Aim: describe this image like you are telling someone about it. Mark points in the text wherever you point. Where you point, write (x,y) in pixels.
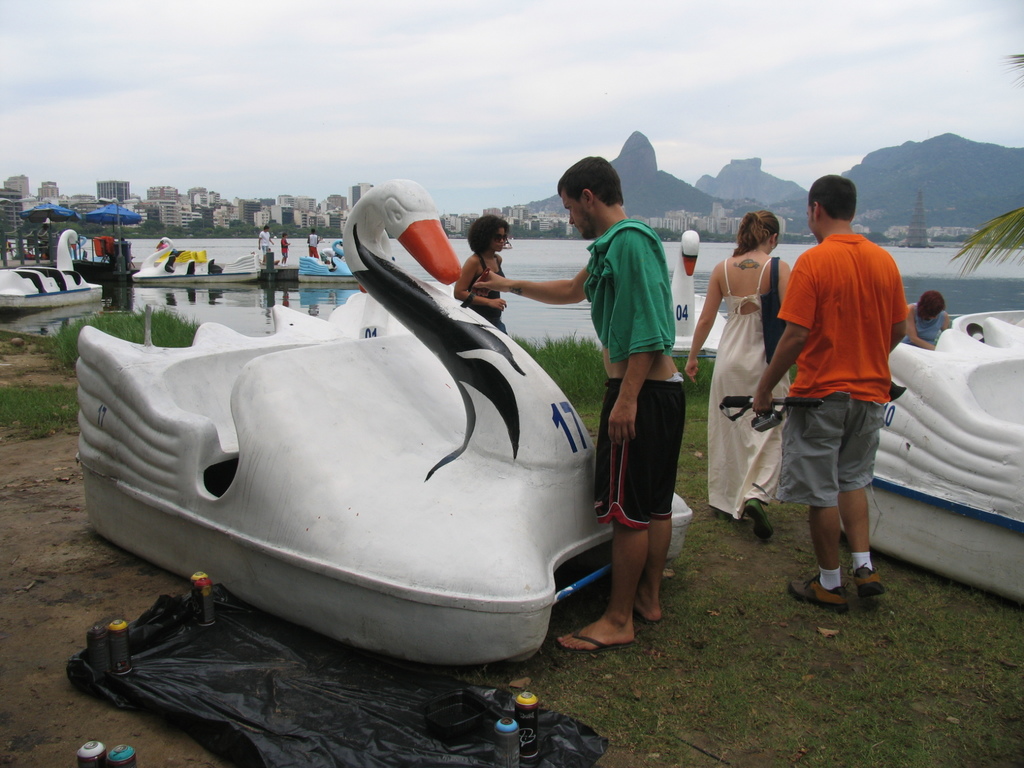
In this image there are some persons (660,373) are standing in middle of this image (642,388), and there is boat (398,381) which is in white color is in middle of this image (416,424) and right side of this image (971,432) as well. There is a river (585,325) in middle of this image (537,275). There are some buildings (104,183) in the background (711,228) and there are some trees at top right side of this image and there is a sky (278,86) at top of this image (326,100). there are some objects (118,627) kept at bottom left corner of this image (247,675).
